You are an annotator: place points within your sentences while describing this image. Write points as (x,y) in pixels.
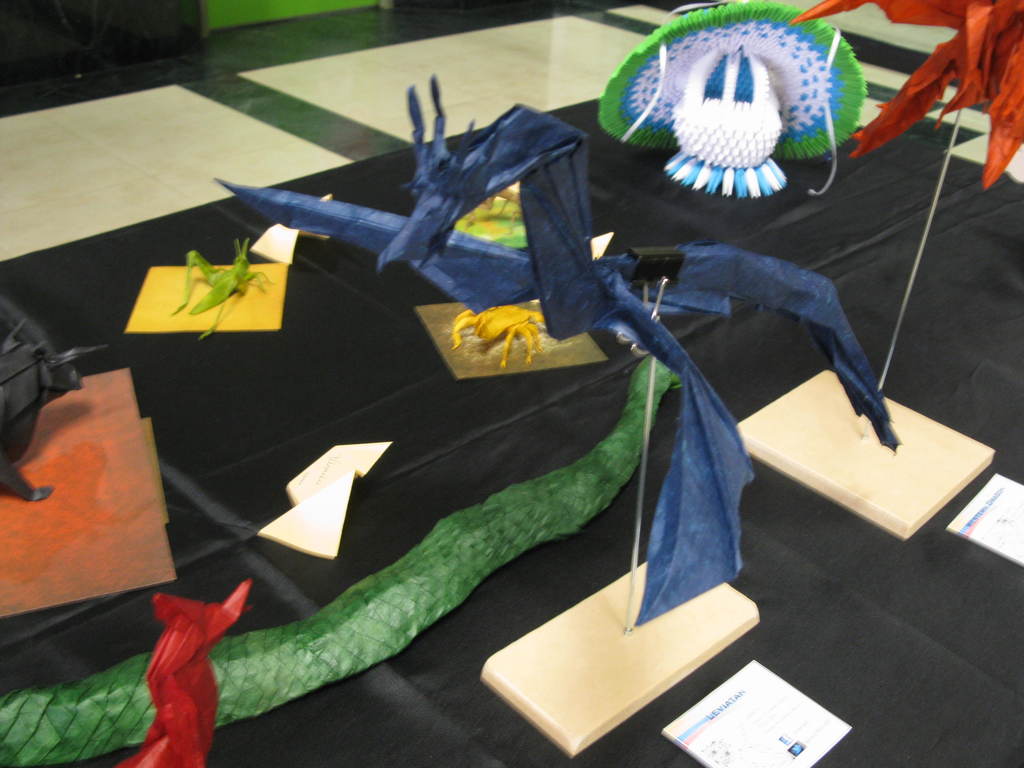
In this image there are few objects (514,555) on the black color surface (327,412). At the top of the image (265,65) there is a floor (244,86).
